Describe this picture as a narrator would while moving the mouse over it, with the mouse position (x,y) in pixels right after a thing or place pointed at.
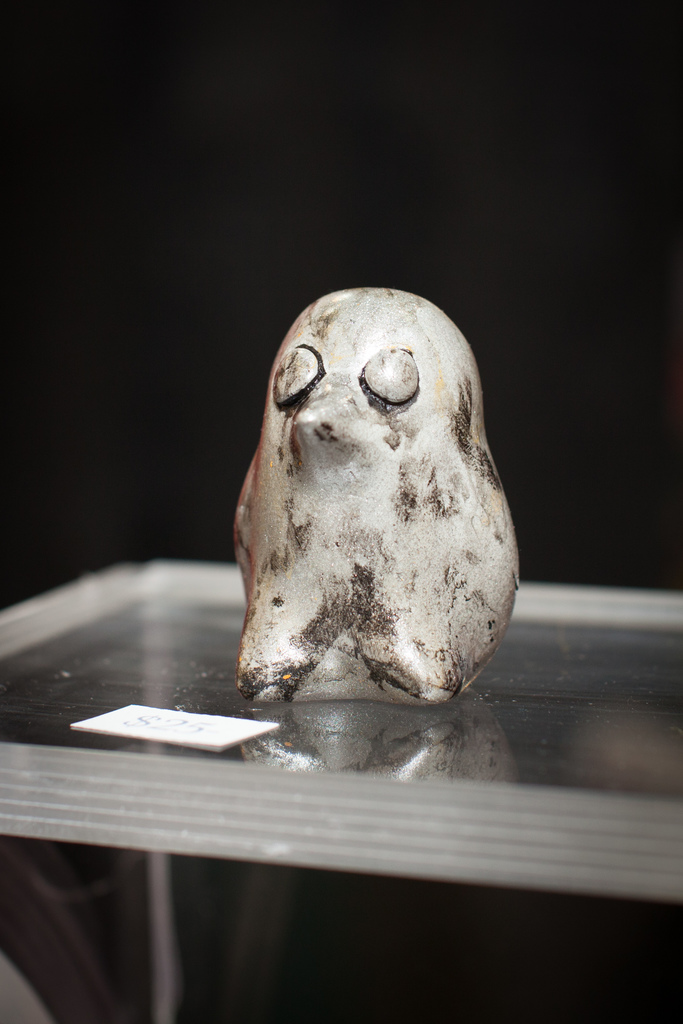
In this image I can see a statue (346,682) of a bird (380,535) on a glass table (161,674) with a label (152,721) with some text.
